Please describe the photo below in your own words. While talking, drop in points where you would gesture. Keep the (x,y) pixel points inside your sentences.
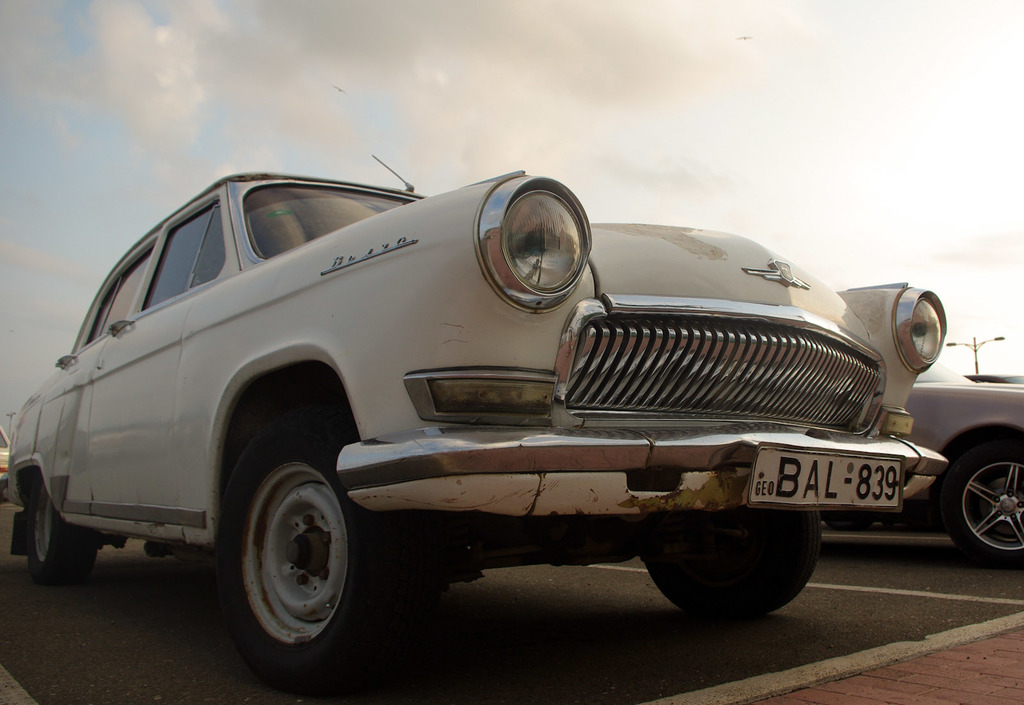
As we can see in the image there are white color cars (561,440) and on the right side (977,359) background (982,343) there are street lamps (964,343). At the top (677,63) there is sky (677,63) and clouds (526,22).
